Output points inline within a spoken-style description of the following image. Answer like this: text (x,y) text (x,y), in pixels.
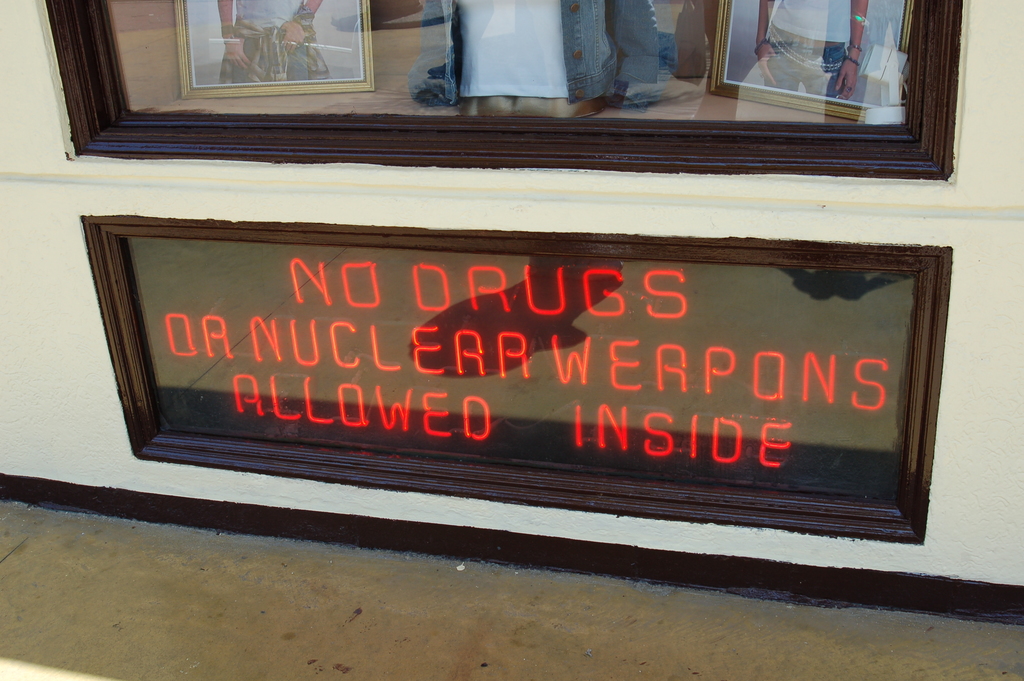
In this image I can see the led boards (468,335) and the glass (387,111) at the top (297,64). Inside the glass (293,60) I can see two frames (789,94) and the reflection (512,72) of the person (517,108).
